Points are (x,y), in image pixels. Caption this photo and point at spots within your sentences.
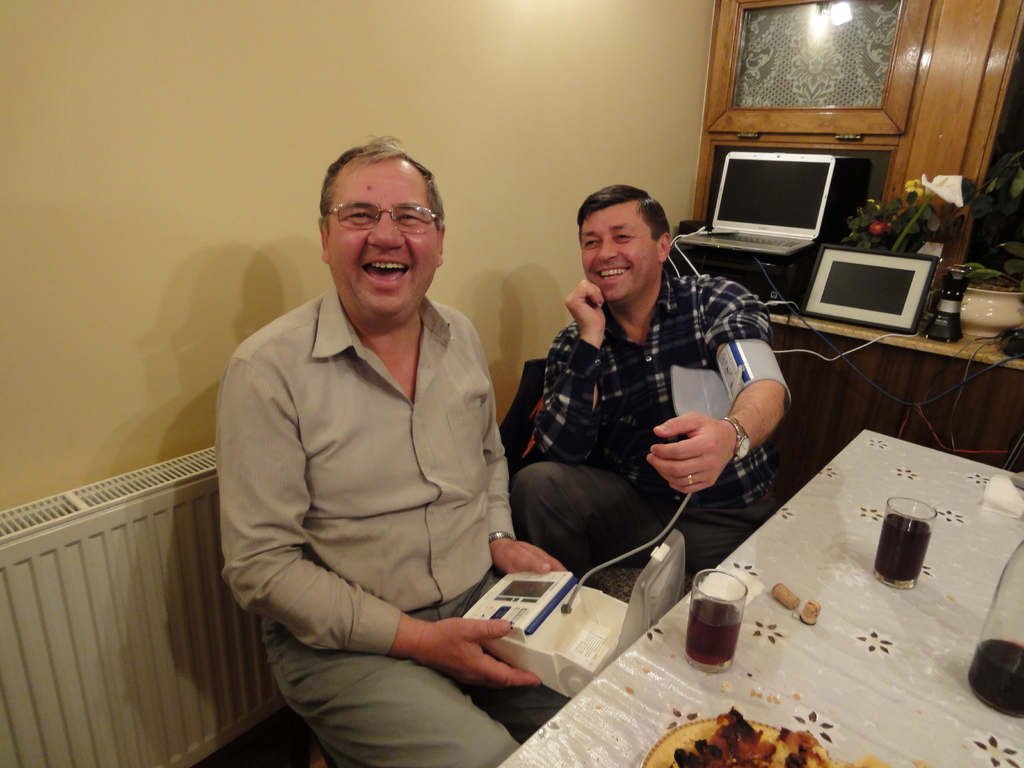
This picture is clicked inside. On right (880,605) there is a table (695,695) on the top of which glasses of drinks (736,642), plate of food (811,740) and some other items (1023,589) are placed. On the left (338,398) we can see a man (390,368) wearing shirt (415,502), holding a device (548,606), smiling and sitting and there is another person (637,351) wearing blue color shirt (651,348), smiling and sitting. In the background (829,374) there is a table (953,341) on the top of which houseplants (867,241), laptop (791,198) and some other items (954,296) are placed and we can see a wooden cabinet (782,51) and the wall (230,126).
